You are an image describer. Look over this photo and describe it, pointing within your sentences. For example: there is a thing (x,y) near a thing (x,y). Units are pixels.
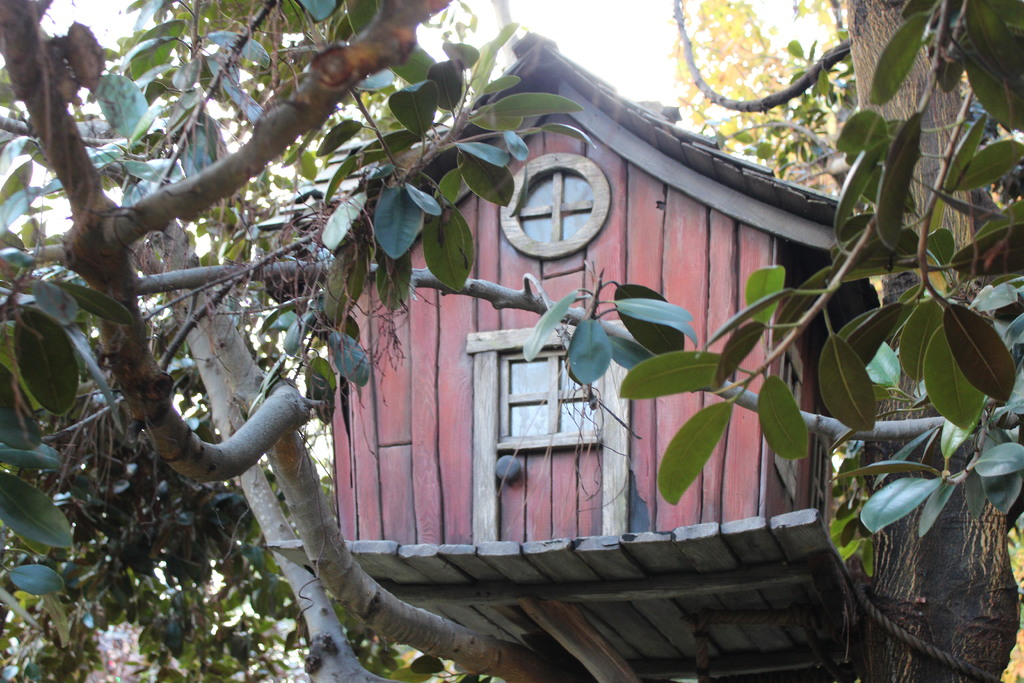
In the foreground of this image (113,366), there is a tree (490,287), house (489,373) and on the top (588,26), there is the sky (594,24).
